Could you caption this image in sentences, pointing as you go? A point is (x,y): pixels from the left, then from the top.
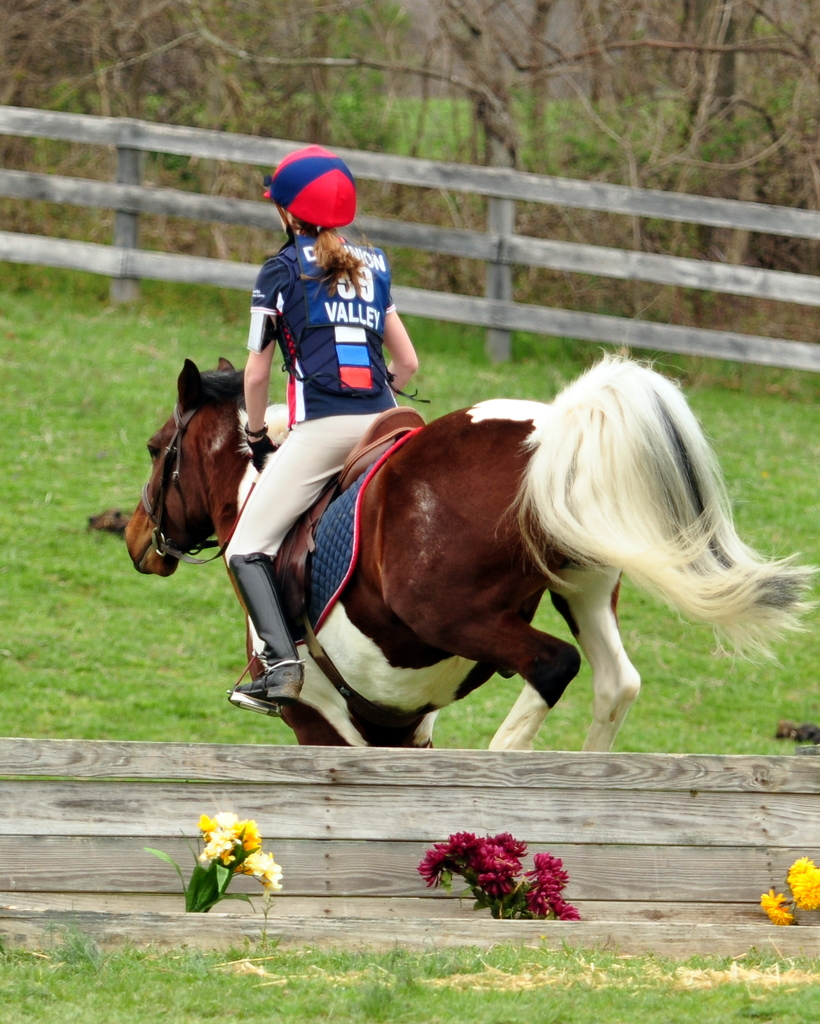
In this image, we can see a person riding a horse (176,511), we can see some flowers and we can see grass (9,390) on the ground (57,280). We can see the wooden fence (464,907).
